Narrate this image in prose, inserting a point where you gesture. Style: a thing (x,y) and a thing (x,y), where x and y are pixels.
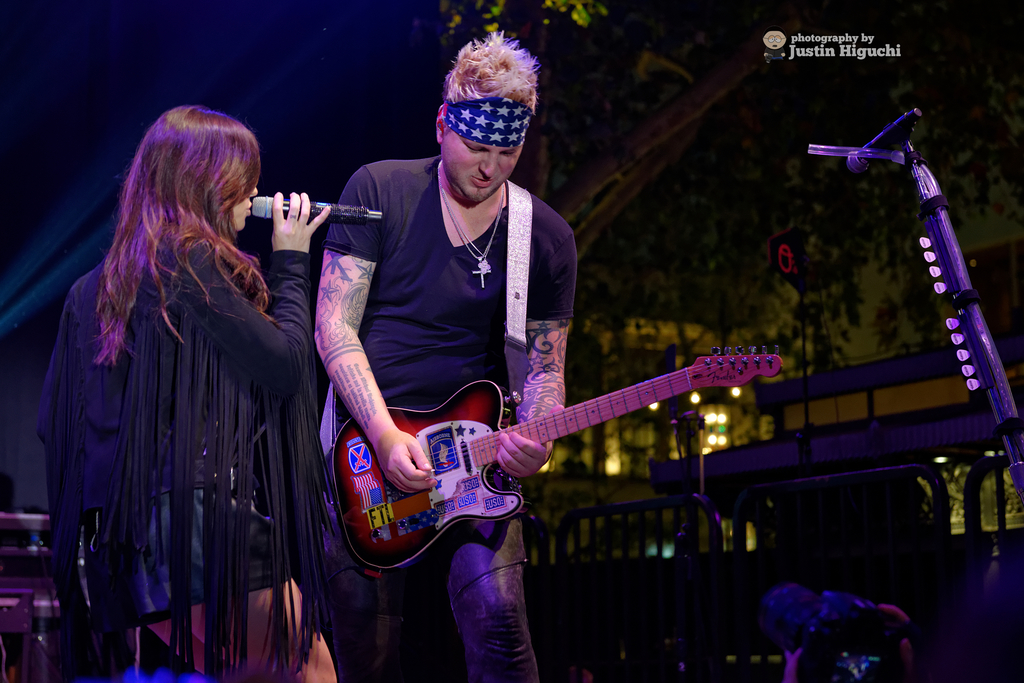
In this image I can see a woman (179,595) and a man (364,202) where woman (274,221) is holding a mic (268,201) in her hand (287,245) and man (427,273) is holding a guitar (422,449). In the background (840,198) I can see a tree (614,132).
